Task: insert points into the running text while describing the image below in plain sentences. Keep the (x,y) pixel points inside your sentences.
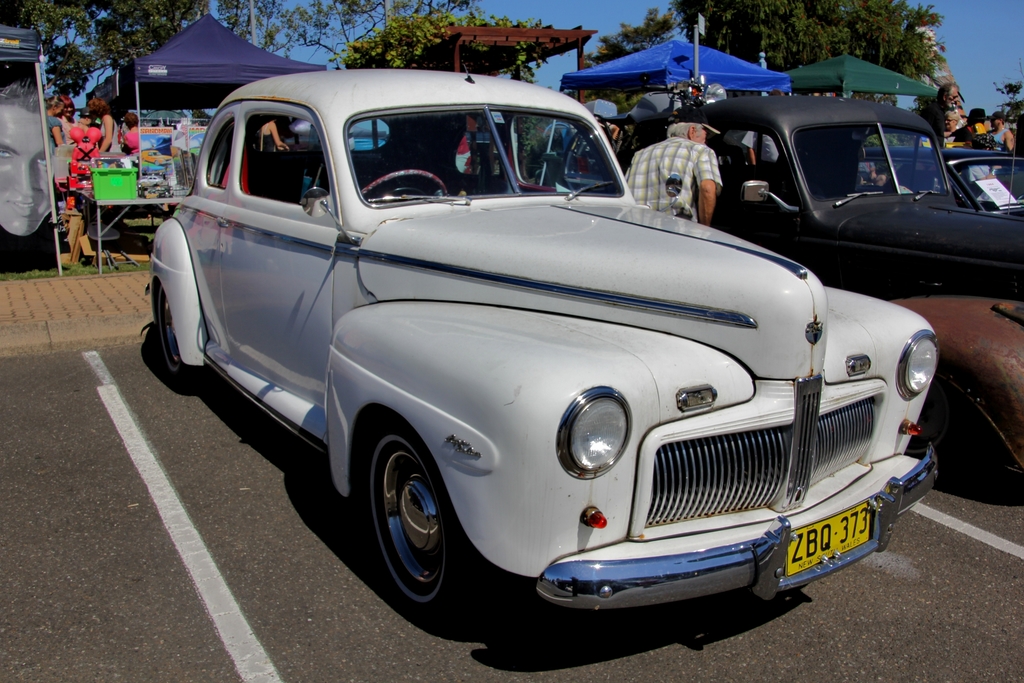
In this picture we can see cars (852,241), there are tents (23,53) and few persons (978,120) in the middle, on the left side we can see grass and a table (157,194), in the background (821,36) there are trees (912,35), we can see the sky (309,31) at the top of the picture (620,17).
